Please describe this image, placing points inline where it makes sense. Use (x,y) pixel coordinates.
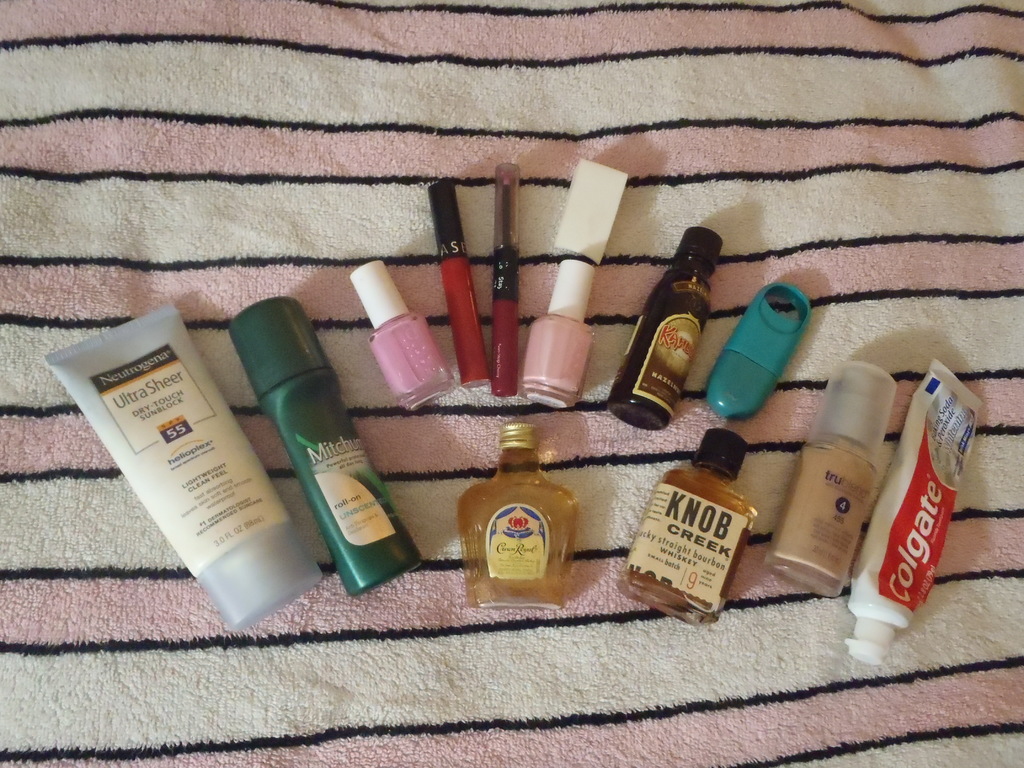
In this image there are objects (344,425) kept on the towel (495,414) with some text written on it.
